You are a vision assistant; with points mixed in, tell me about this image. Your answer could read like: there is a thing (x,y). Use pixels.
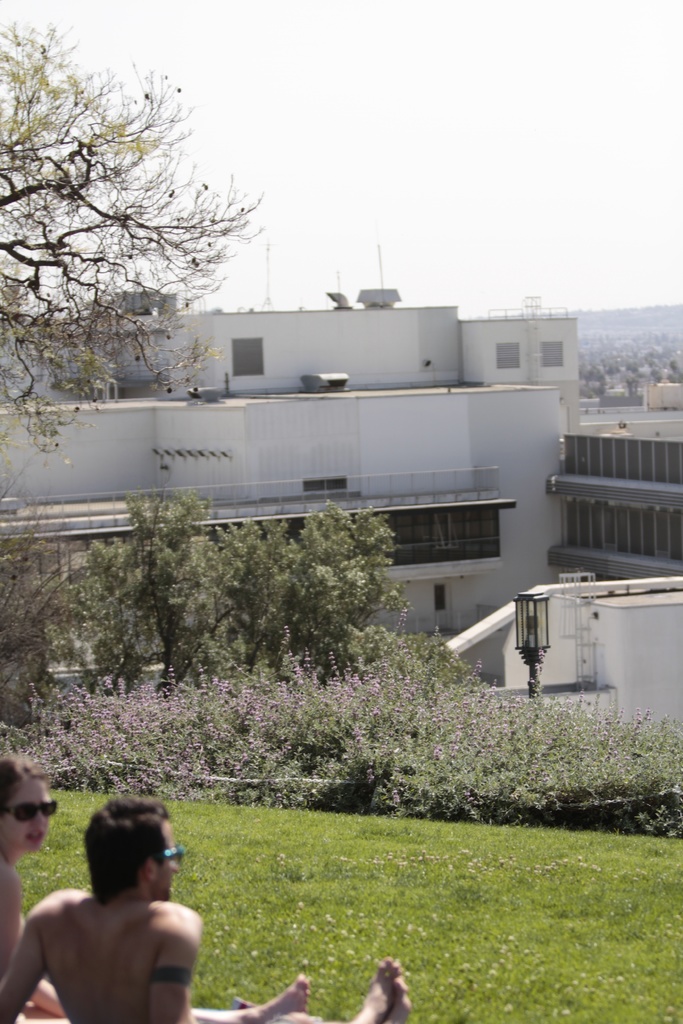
This image is taken outdoors. At the top of the image (401,123) there is the sky (417,202). At the bottom of the image (498,950) there is a ground (434,920) with grass (318,918) on it. A man (93,890) and a woman (31,836) are sitting on the ground (228,990). In the middle of the image (315,420) there are many buildings (486,426). There are a few trees (139,564) and plants (406,707). There is a pole (533,690) with a street light (543,634).
